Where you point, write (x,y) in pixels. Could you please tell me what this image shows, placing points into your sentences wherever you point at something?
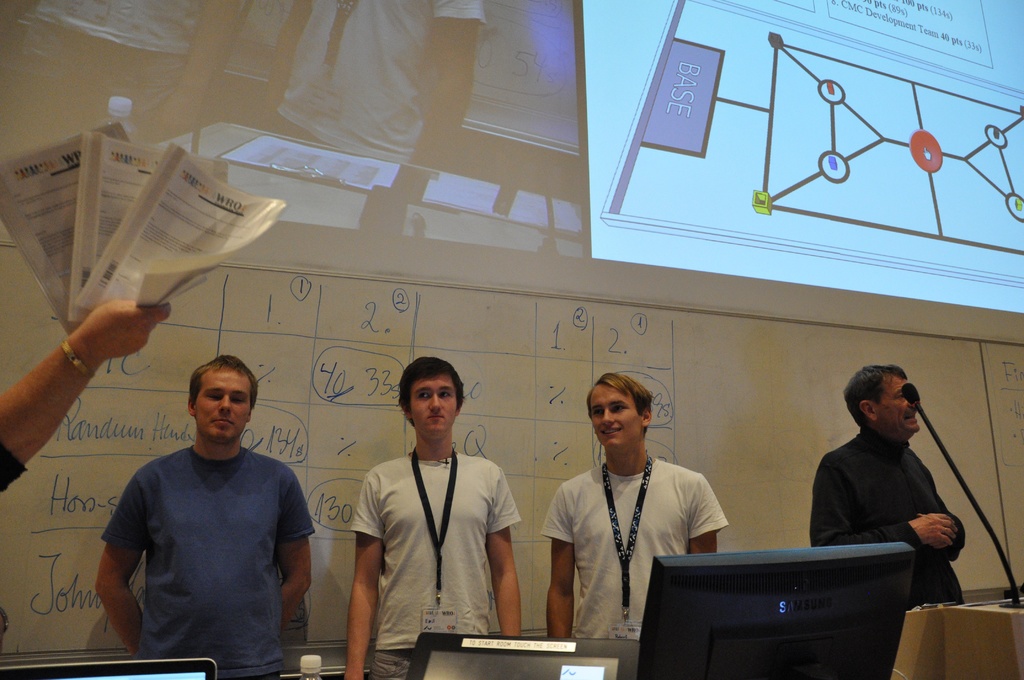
In this image we can see four persons (617,430) are standing. One is wearing blue color t-shirt (208,572) and the other two (602,542) are wearing white color t-shirt (459,567) and wearing ID cards (643,491) in their neck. The fourth person (920,504) is wearing black color shirt (876,498). Behind them one big screen (816,243) and board (612,345) is present. Bottom of the image (774,641) mic (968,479) and monitors (597,650) are there. Left side of the image (108,358) one person (93,324) is holding files (82,245) in hand (104,312).
